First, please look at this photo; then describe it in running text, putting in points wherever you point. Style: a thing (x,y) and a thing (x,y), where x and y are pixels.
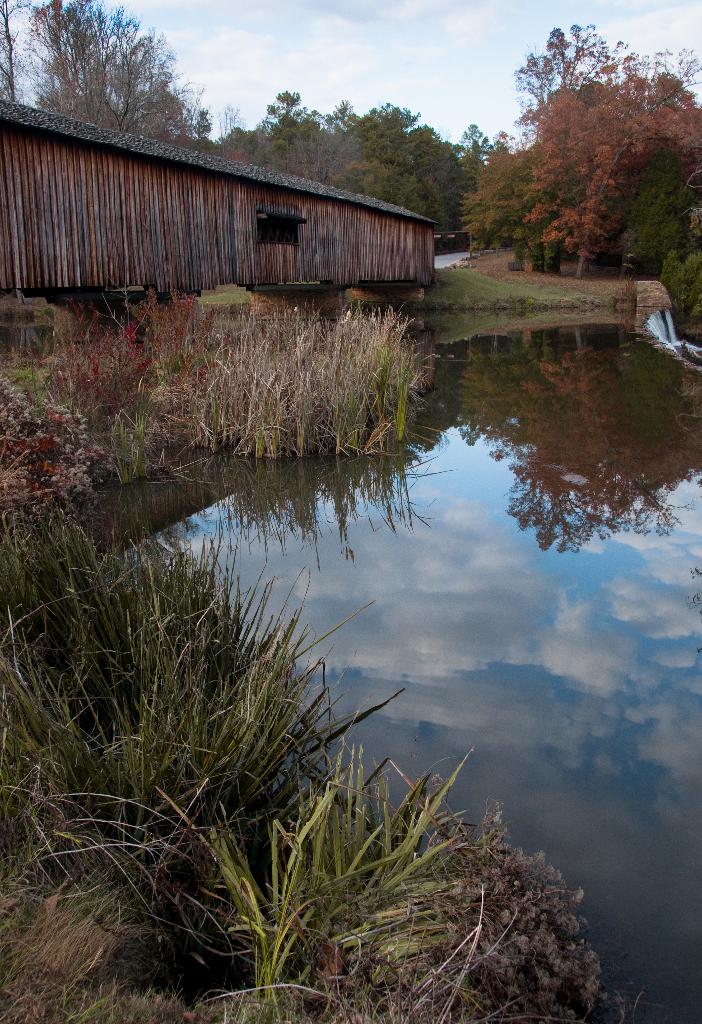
In the foreground (170,726) we can see the grass (359,830). Here we can see the water (590,637) on the right side (649,699). Here we can see a wooden shed (275,174) on the top left side (118,185). In the background (270,120), we can see the trees (563,203). This is a sky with clouds (332,26).
